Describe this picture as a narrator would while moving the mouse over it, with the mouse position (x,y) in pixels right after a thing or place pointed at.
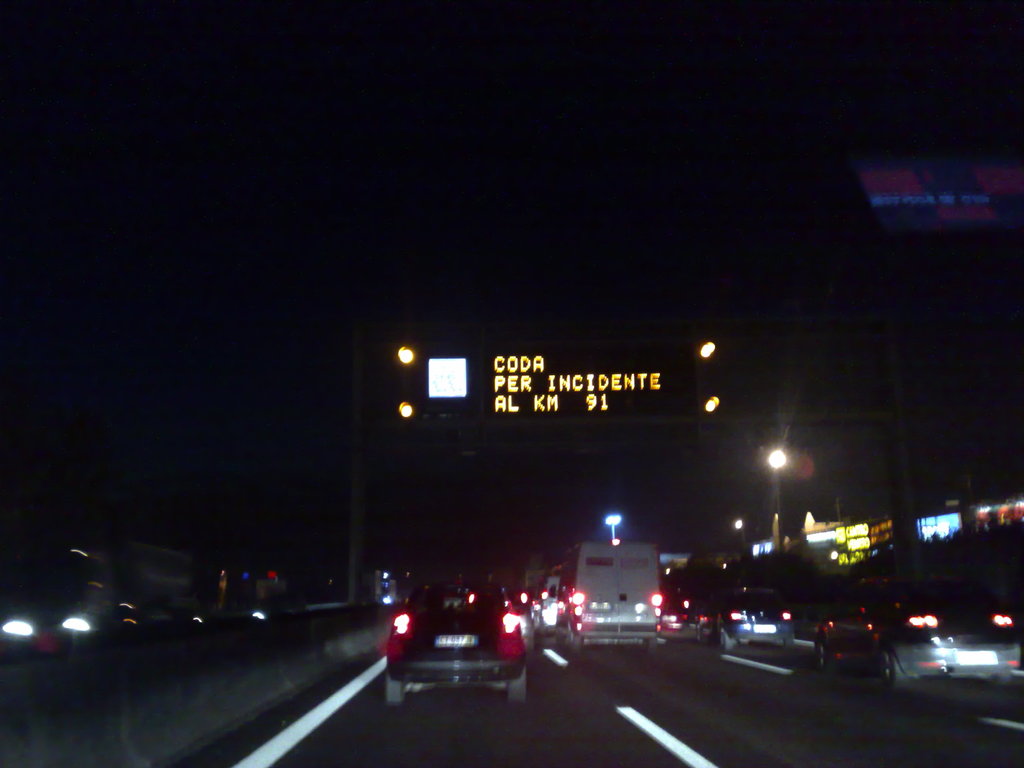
In this image I can see vehicles (751,634) are on the road (575,732), lights (937,533), light poles (780,463), digital board (663,372), plants (797,556) and buildings (840,540). In the background of the image (647,226) it is dark.
